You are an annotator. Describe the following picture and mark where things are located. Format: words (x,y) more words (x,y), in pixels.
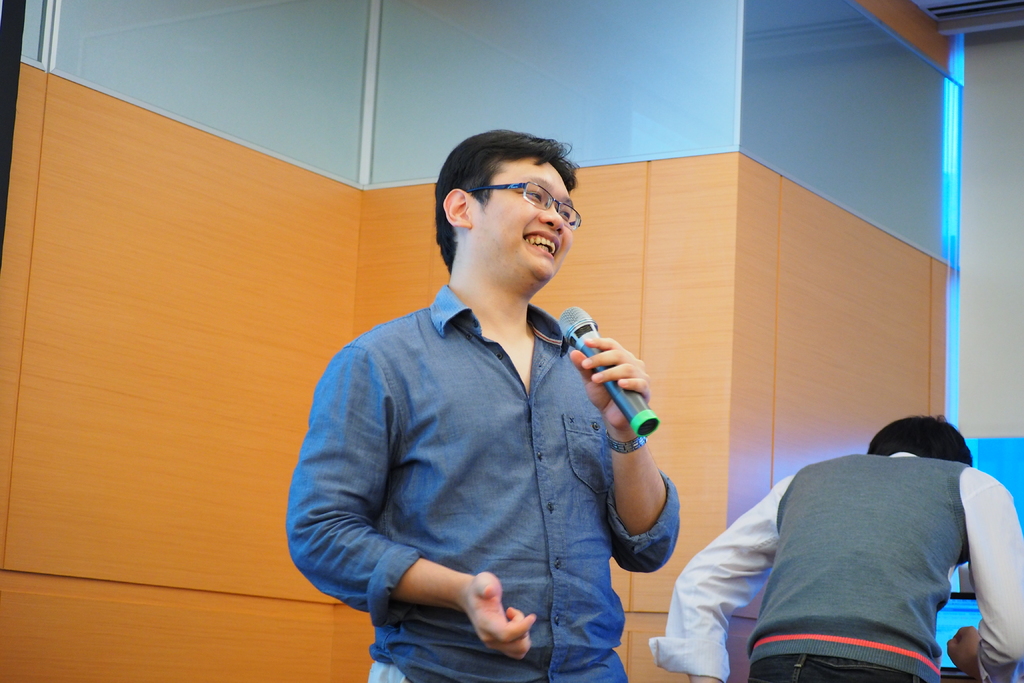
In this image I can see a person (496,442) wearing blue colored shirt (495,438) is standing and holding a microphone (612,392) in his hand (578,354). In the background (263,279) I can see the wall (243,281) which is orange and blue in color, another person (829,511) standing and the window blind (1001,307) which is white in color.
